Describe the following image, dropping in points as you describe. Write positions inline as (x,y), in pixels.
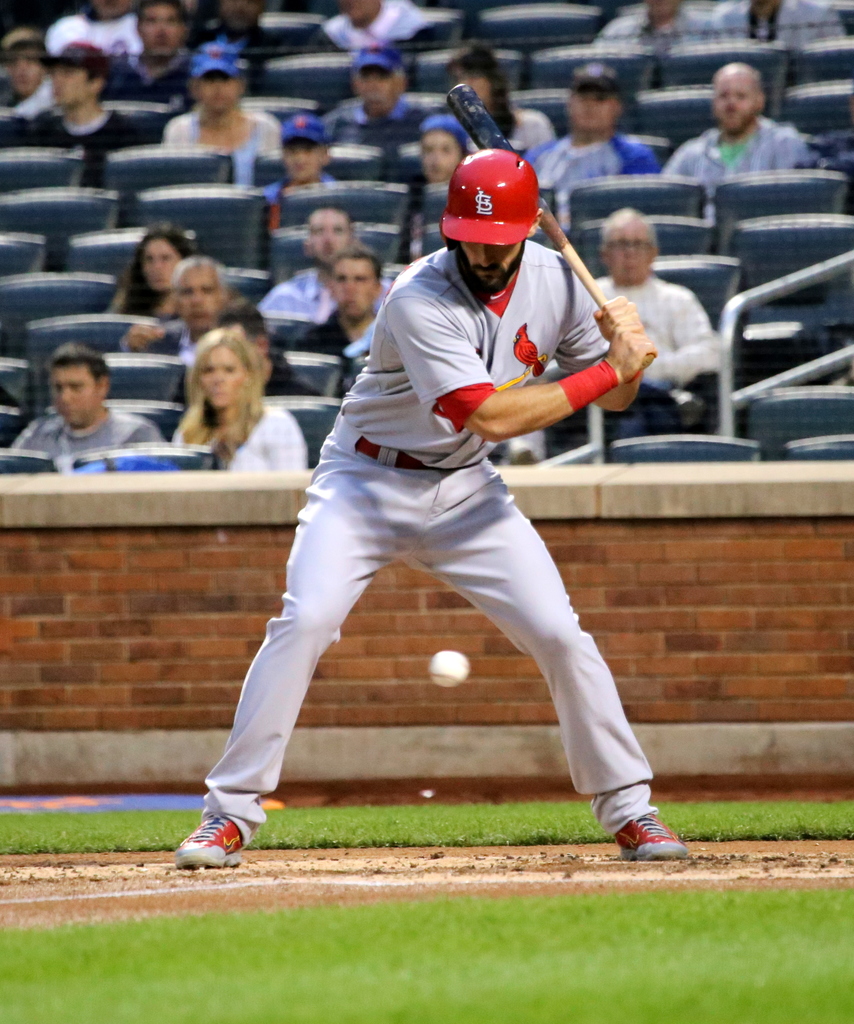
In the middle (522,594) a man (530,341) is playing the baseball game, he wore white color dress (366,555) and a red color cap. Behind him there is a wall (599,636) and a group of people (205,333) are sitting on the chairs (409,188) and observing this.
